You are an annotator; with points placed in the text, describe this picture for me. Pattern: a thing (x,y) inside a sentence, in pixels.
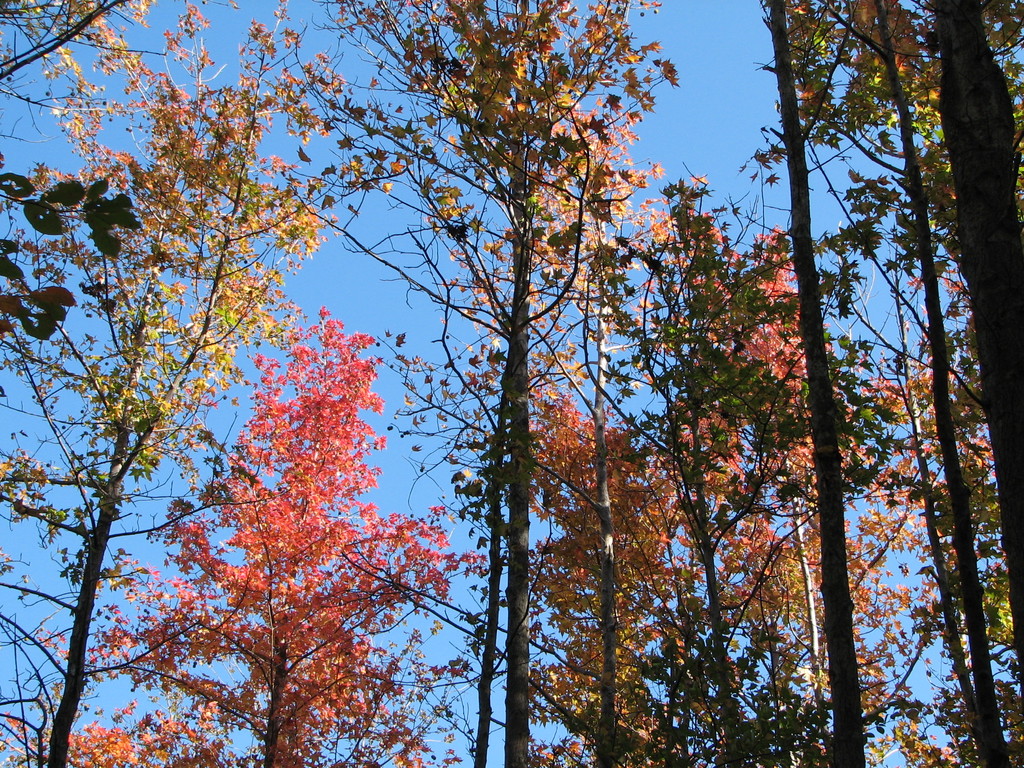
There are trees (561,457) in this image, at the top (398,232) it is the blue color sky (347,296).
